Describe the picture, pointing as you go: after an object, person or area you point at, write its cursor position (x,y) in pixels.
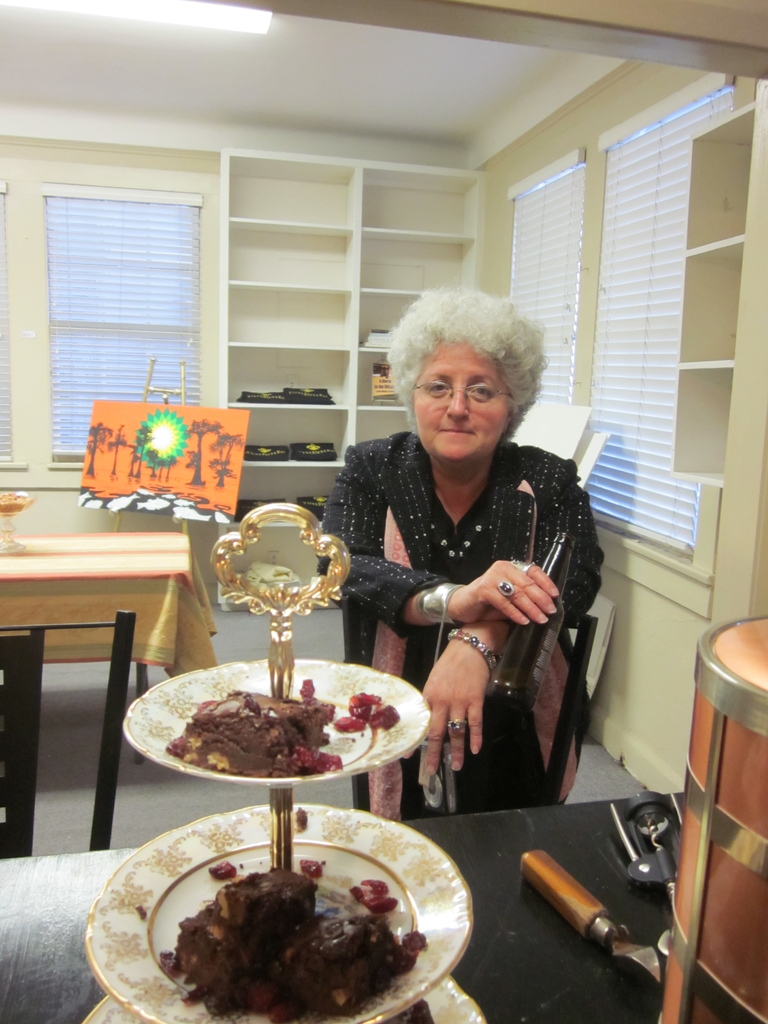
In this image in the front (230,733) there is food (301,715) on the plates (268,854) which is on the table (494,962) and on the table (505,960) there are objects (704,839) and tools (659,830). In the center (483,559) there is a woman (468,547) sitting on the chair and there is a table (128,563) and on the table (102,568) there is a cloth (128,582) which is covered, which is yellow and red in colour. In the background (169,473) there is a chart (196,456) and there is a shelf (336,307) and on the shelf (275,347) there are objects (297,396) which are black in colour and there are windows (619,285).
